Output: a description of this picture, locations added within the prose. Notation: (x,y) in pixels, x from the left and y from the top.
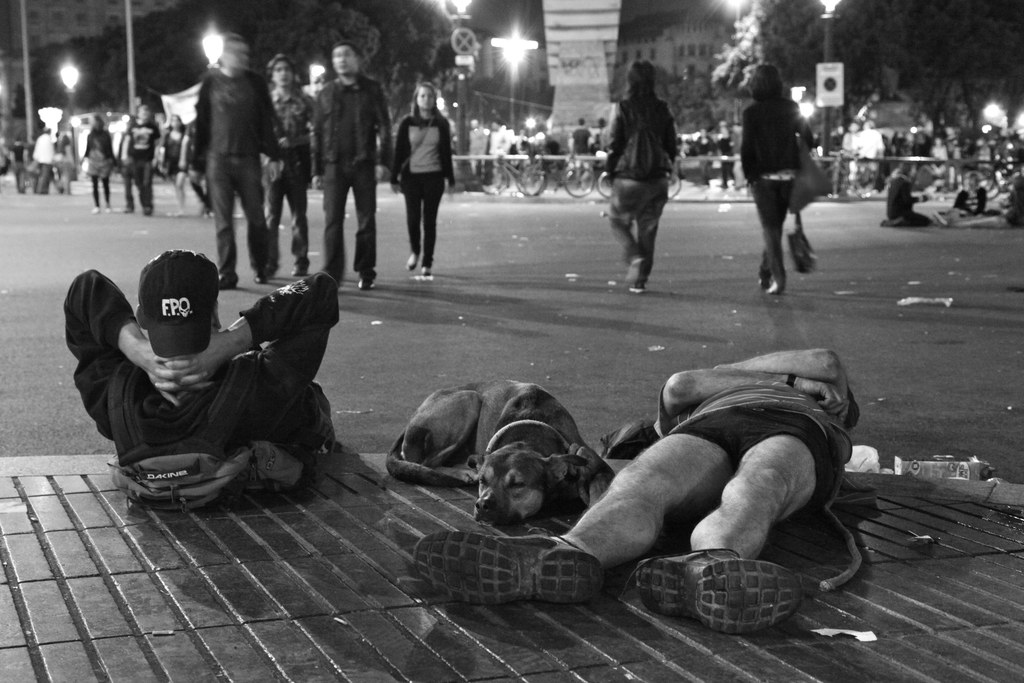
This is black and white image, in this image there are people (270,195) walking on a road (335,423) and two persons (272,438) are laying on a road (629,570) and there is a dog (572,436), in the background (505,104) there are trees (752,40) and light poles (203,40).
